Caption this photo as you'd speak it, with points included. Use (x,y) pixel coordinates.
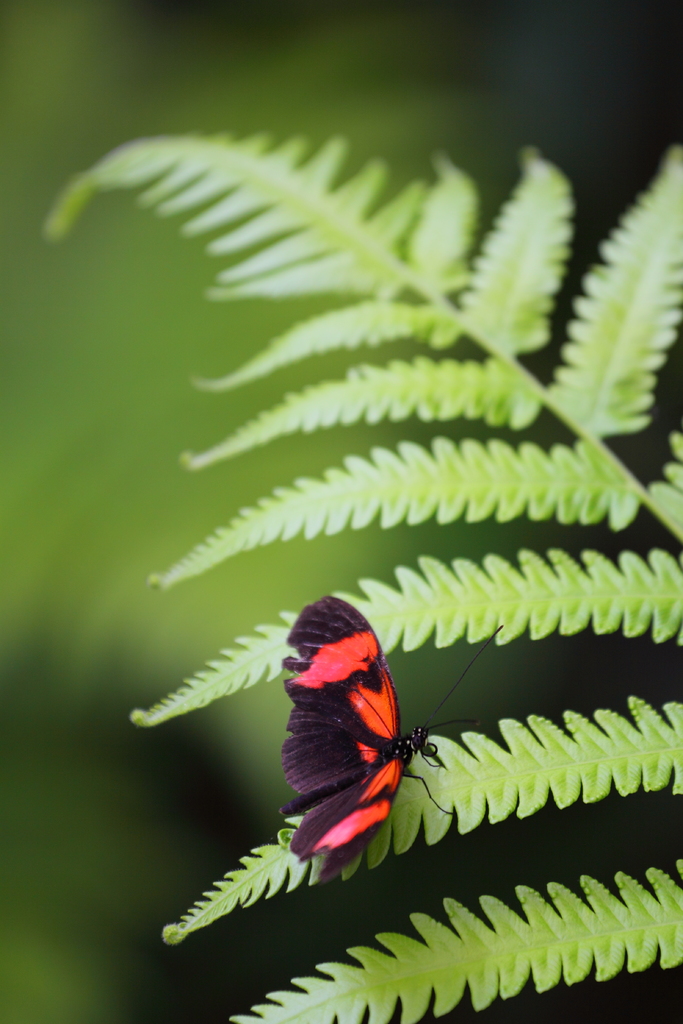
As we can see in the image there is a plant (526,596), butterfly (361,715) and the background (18,150) is blurred.
